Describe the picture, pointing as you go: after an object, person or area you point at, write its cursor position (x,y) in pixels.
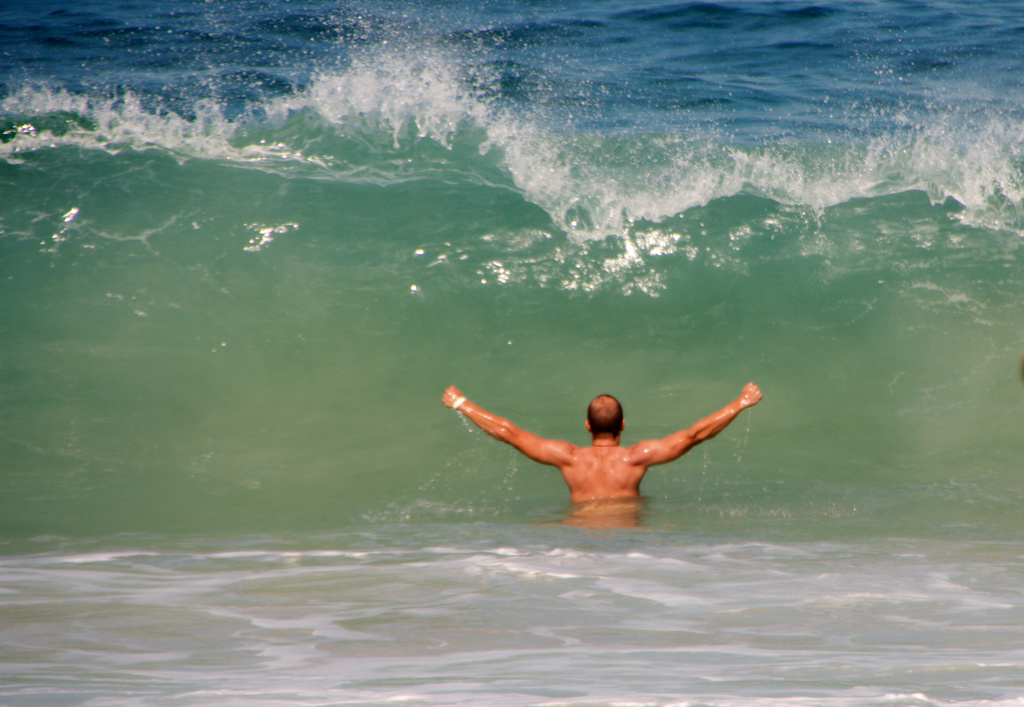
In this picture there is a man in the center of the image (447,402), in the water (722,470) and there is water (255,389) around the area of the image.
